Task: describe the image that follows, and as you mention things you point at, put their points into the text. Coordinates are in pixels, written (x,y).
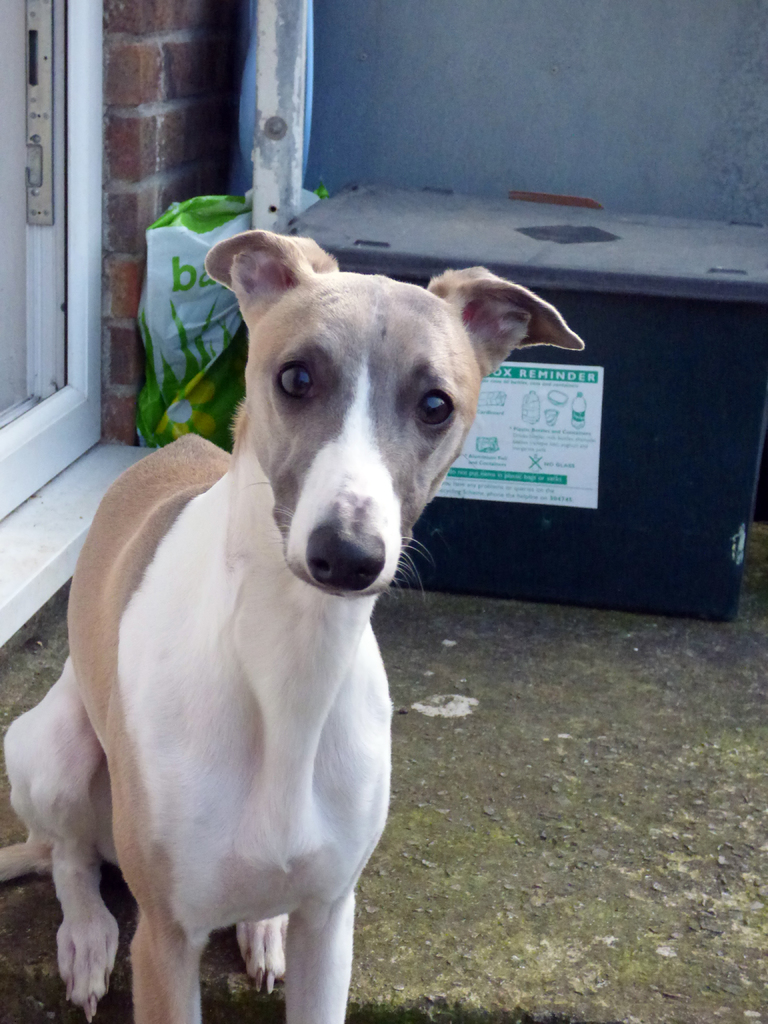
In this picture we can see a dog (294,675) sitting in the front (174,684), on the left side (36,343) there is a door (1,276), we can see a wall (633,37) in the background (567,99), there is a box (566,308) and a bag (180,304) in the middle (494,383).
